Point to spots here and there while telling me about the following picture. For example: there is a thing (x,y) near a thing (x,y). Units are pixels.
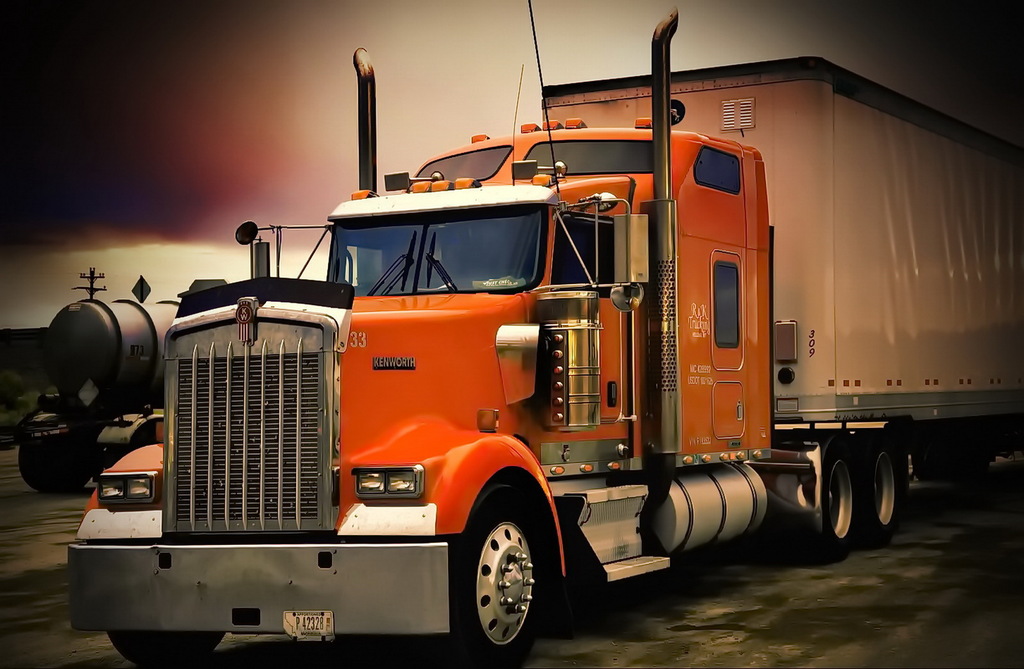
In this picture we can see there are two vehicles (324,469) on the path (60,652) and behind the vehicles (248,299) there is a pole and sky (301,100).
